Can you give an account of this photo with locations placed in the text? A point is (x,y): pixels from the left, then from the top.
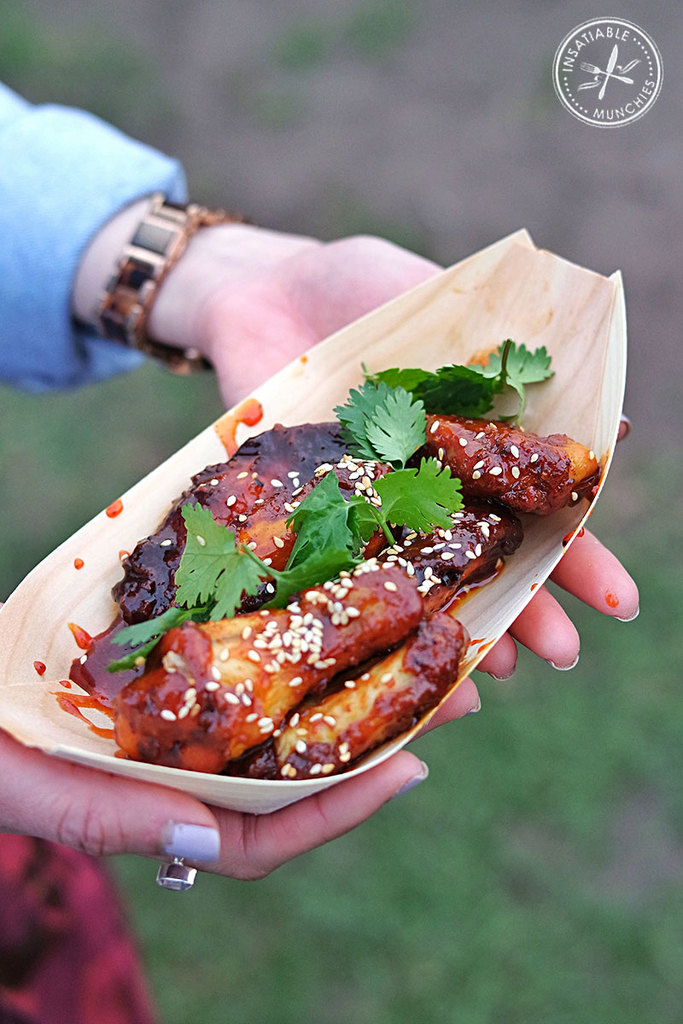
In this picture I can observe some food (310,554) in the human hands (240,310). The background (367,131) is blurred. In the top right side (624,127) I can observe watermark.
